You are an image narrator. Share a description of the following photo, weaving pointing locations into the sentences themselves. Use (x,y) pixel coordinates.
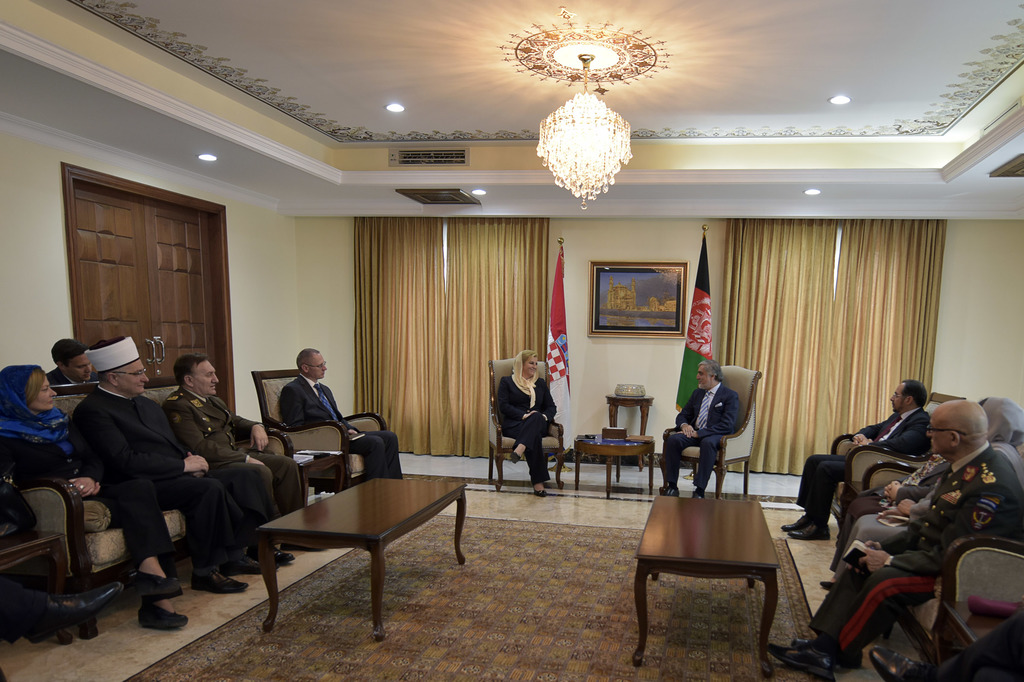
In this picture to the left (47,429) there is a group of people (118,418) who are sitting on the chair (305,436). There is a woman (551,417) and a man (715,416), both are sitting on the chair (498,430). To the right (932,498), there are three people (925,475) who are sitting on the chair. There is a table (330,544) and a carpet (526,599). There is a brown curtain (459,347). There are two flags (559,310). There is a frame (619,292) on the wall (643,341). There is a chandelier (587,131) to the roof (596,60).
